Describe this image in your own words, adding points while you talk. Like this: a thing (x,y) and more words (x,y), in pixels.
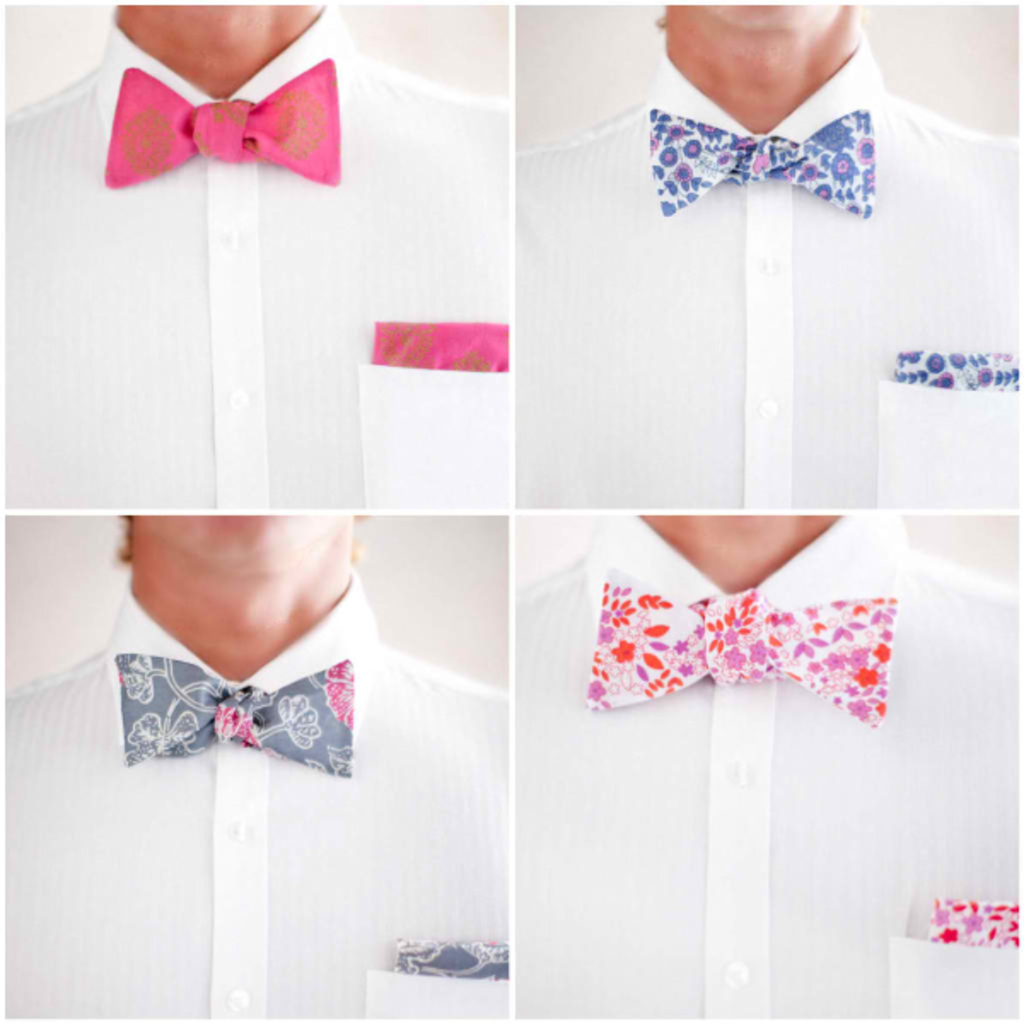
Here we can see a collage of four pictures, in these four pictures we can see a person (414,382), different colors of bow ties (324,167) and different colors of kerchiefs (938,913).
